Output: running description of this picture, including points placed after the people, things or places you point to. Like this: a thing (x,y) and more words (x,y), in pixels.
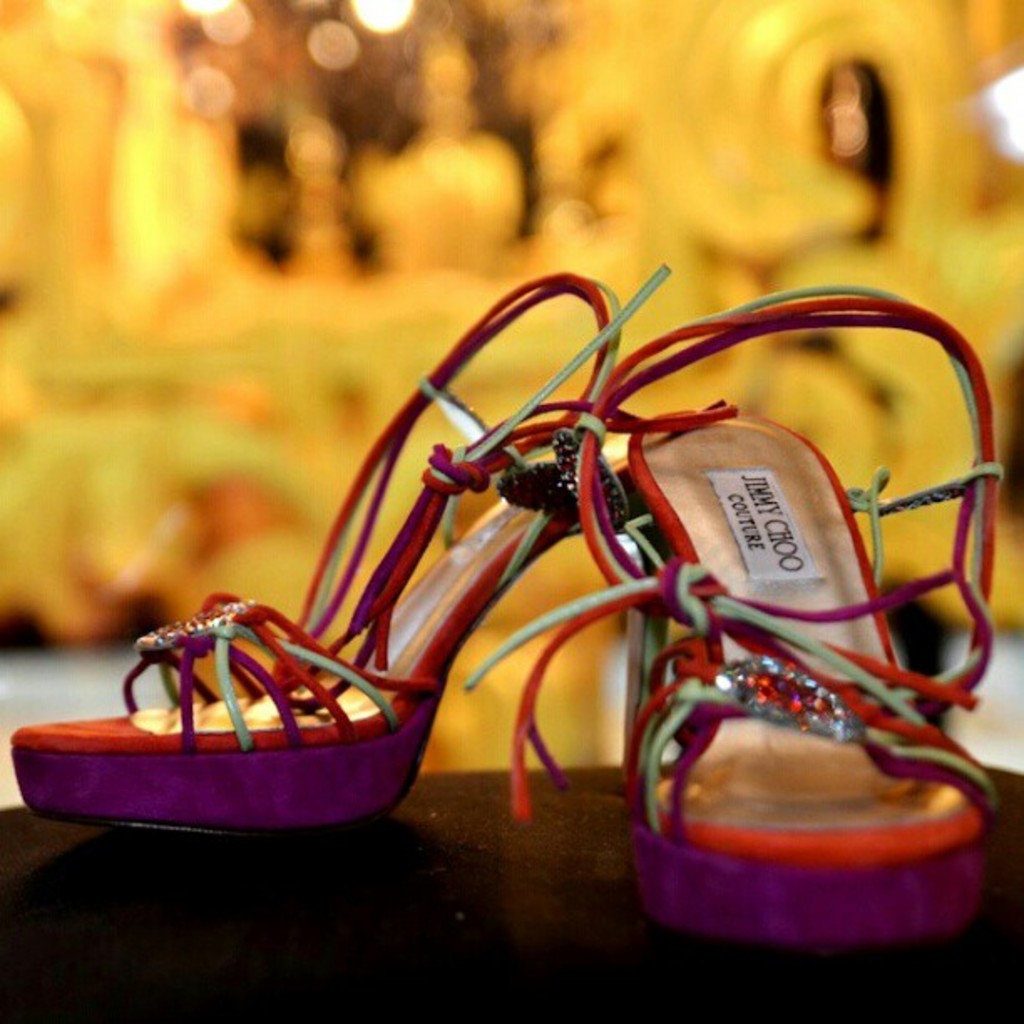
In this picture we can see heels (663,442) and blurry background (317,259).
